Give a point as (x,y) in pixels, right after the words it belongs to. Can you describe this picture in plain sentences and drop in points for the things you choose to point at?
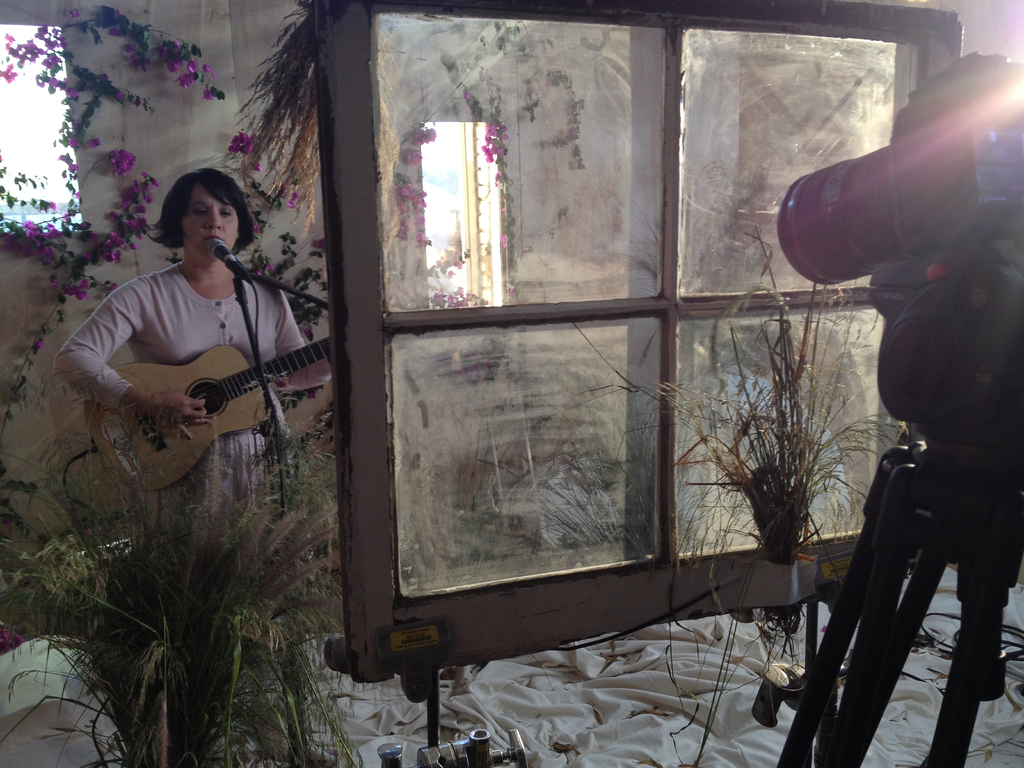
A lady (180,315) with a pink dress (161,326) is standing and playing a guitar (144,414). In front of her there is a mic (238,271). She is singing. To the right corner (904,235) there is a video camera (927,194). In front of the video camera (792,244) there is a window (666,239) with glass (650,273). In background (6,246) there are flower creepers (118,159). In the bottom (185,627) there is a plant (210,632).
